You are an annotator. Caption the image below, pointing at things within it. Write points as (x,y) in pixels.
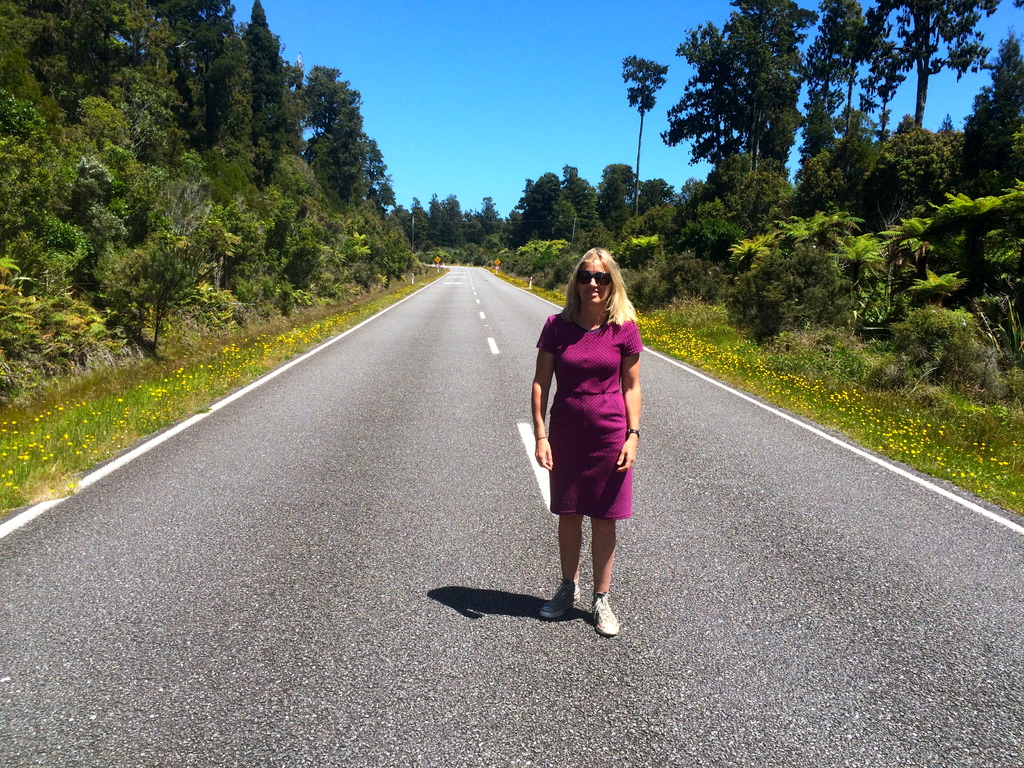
In this image I can see the person (580,445) standing and the person (596,285) is wearing purple color dress (574,411). In the background (729,368) I can see few flowers (707,346) in yellow color, trees (127,202) in green color and the sky (475,90) is in blue color.
